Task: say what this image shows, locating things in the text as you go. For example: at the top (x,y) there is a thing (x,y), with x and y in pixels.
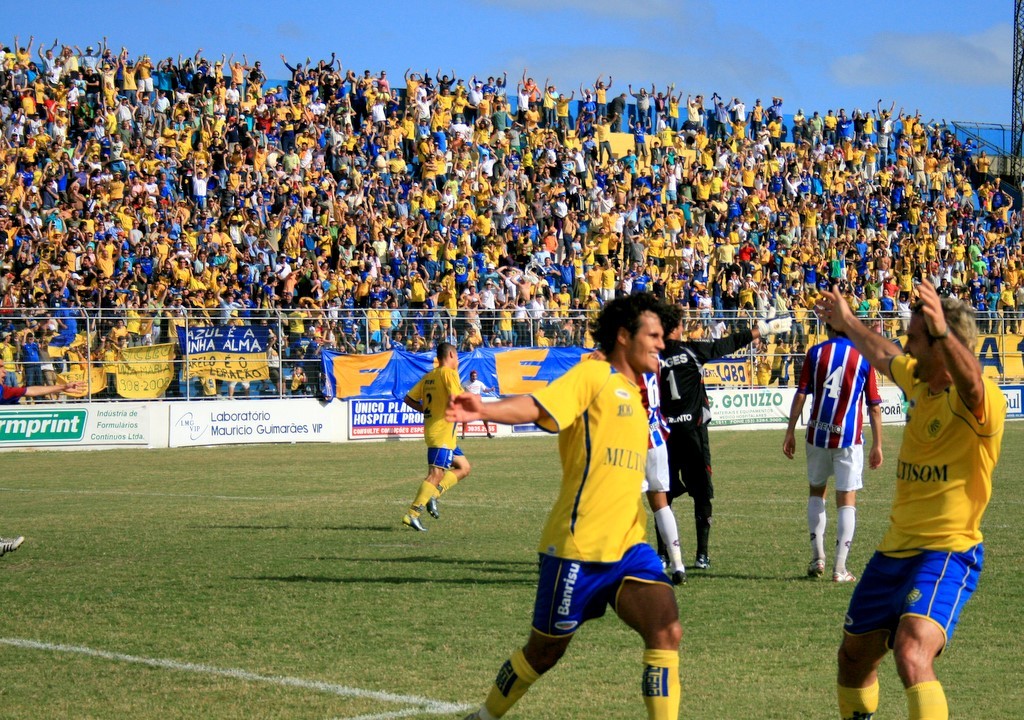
In the image we can see a playground (857,559) with a grass surface (855,565) on it, we can see some people (553,520) are running and they are in sports wear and in the background (904,36), we can see a wall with some advertisements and behind it, we can see audience (10,96) are sitting and behind some people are standing and behind them we can see sky (811,85) with clouds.
